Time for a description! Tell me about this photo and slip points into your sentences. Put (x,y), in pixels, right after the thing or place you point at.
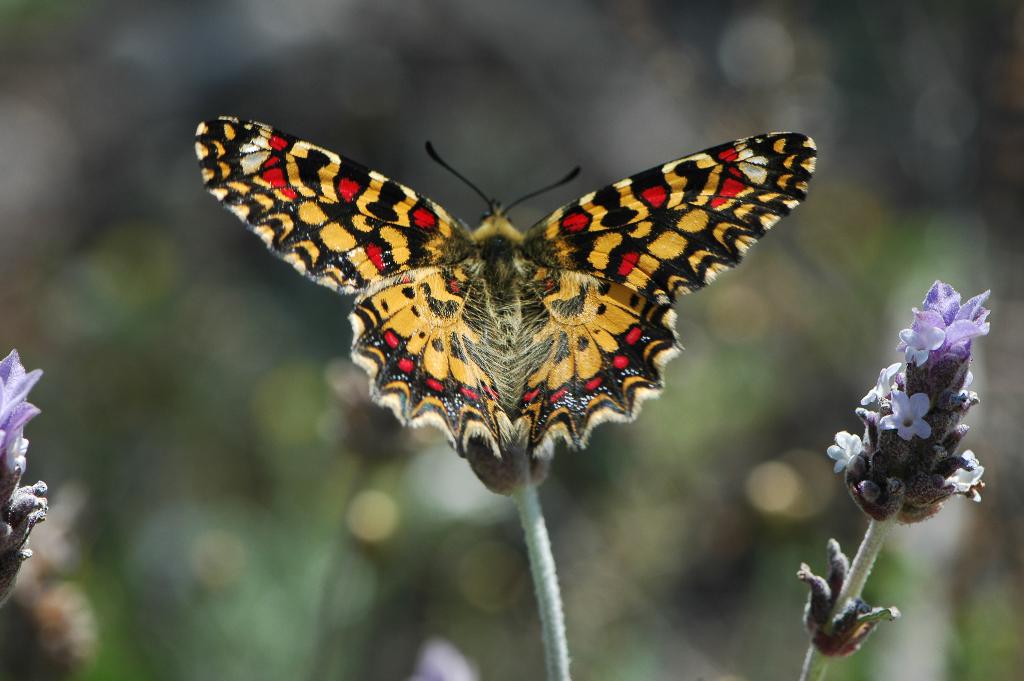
In this image we can see a flower (508,493) of a plant (539,597), above the flower (526,452) there is a butterfly (587,240).
